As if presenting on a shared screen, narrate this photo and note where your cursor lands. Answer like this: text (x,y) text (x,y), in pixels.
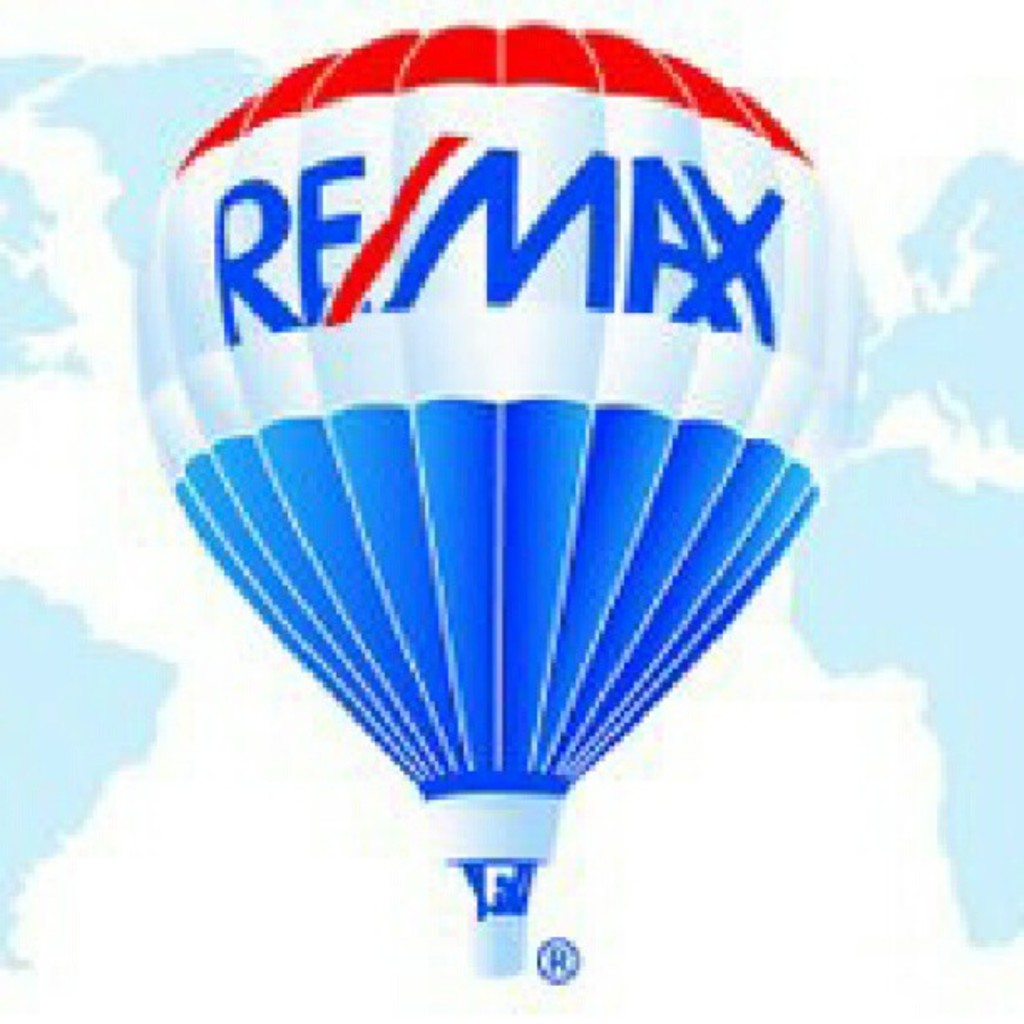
In this image I can see a hot air balloon (449,447) which is in blue and red color, background (9,865) the map (95,718) is in blue and white color.
